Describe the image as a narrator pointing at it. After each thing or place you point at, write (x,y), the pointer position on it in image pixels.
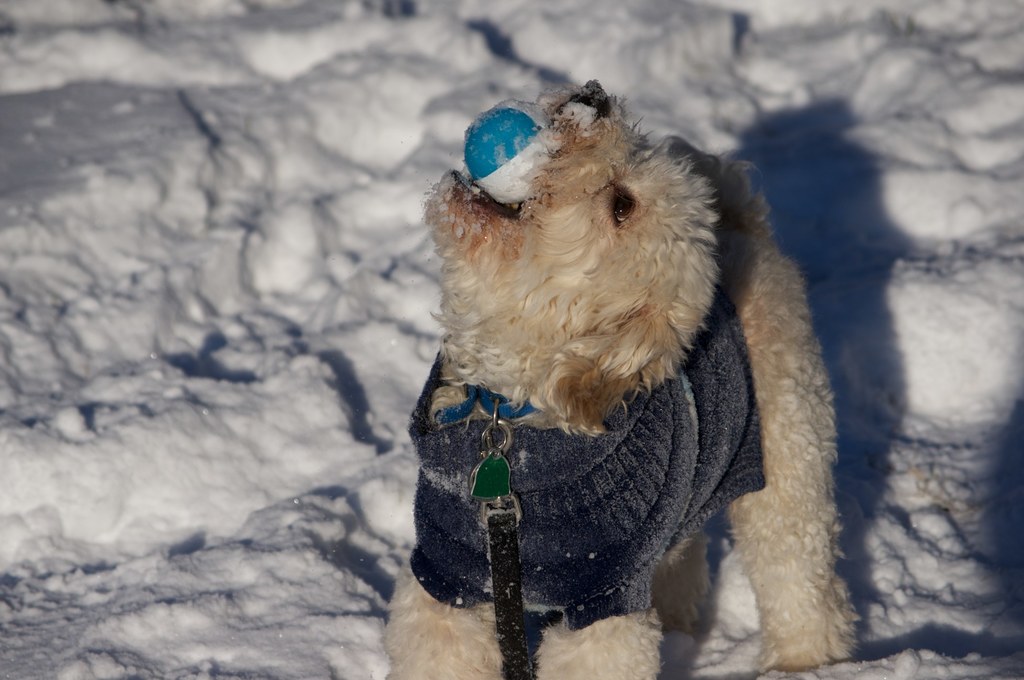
In this image there is a dog (616,368) standing on the snow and holding the ball (507,201) with its mouth (530,212). There is a belt (496,514) to its neck (553,403).
